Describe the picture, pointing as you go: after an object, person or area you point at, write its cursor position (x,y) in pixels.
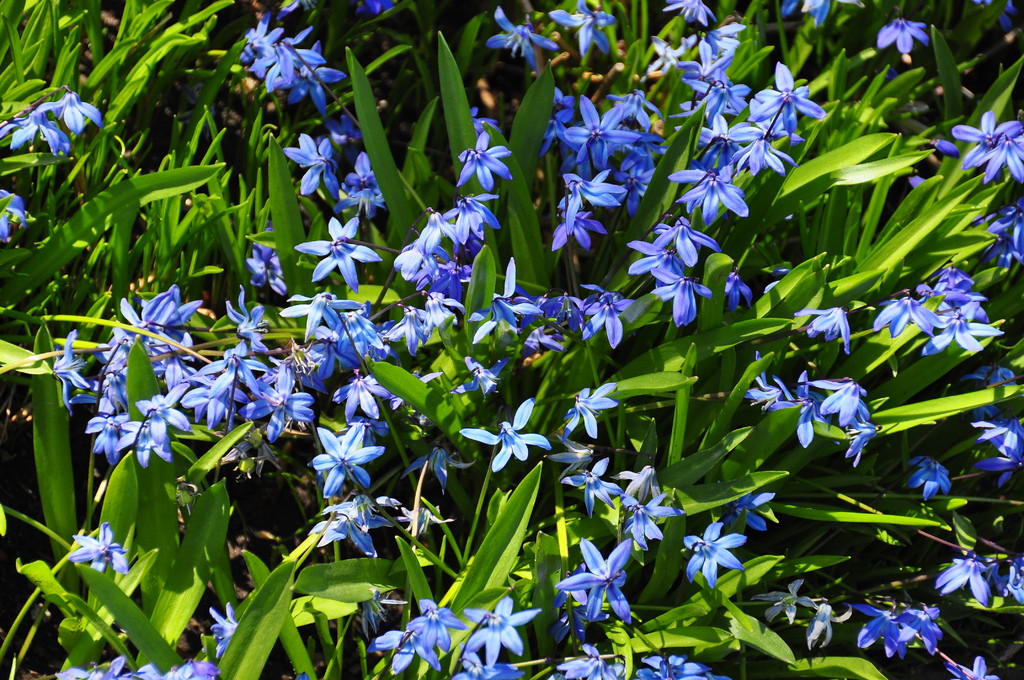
In this image we can see some plants (431,348) with blue flowers (18,140).
